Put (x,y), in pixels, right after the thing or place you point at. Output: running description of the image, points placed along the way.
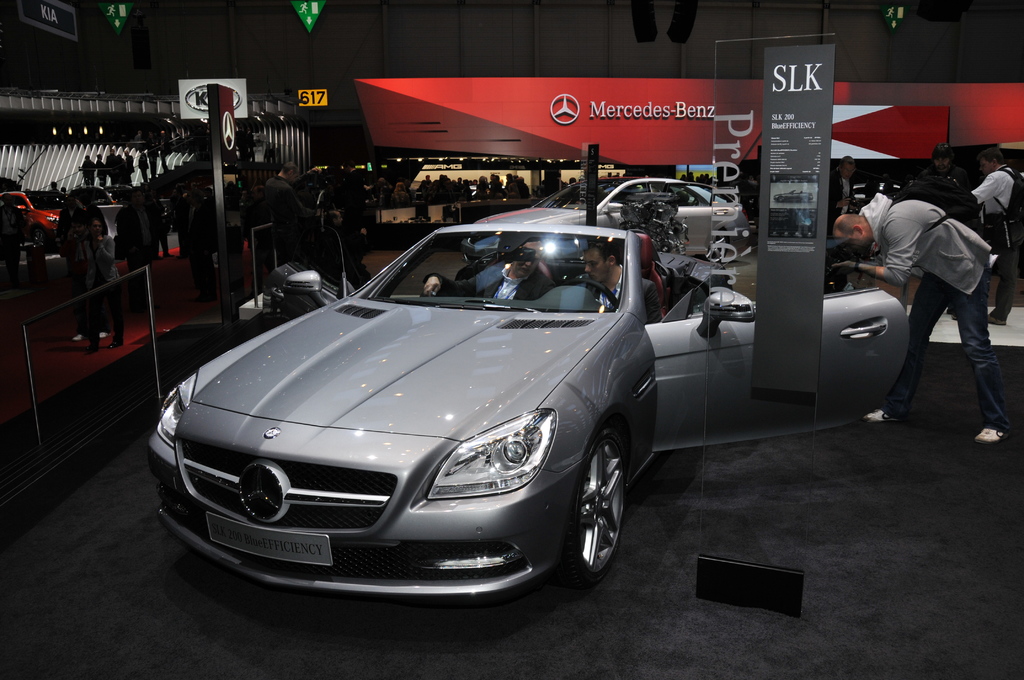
In this image I see few cars (252,403), lot of people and few boards (1009,92) over here.
